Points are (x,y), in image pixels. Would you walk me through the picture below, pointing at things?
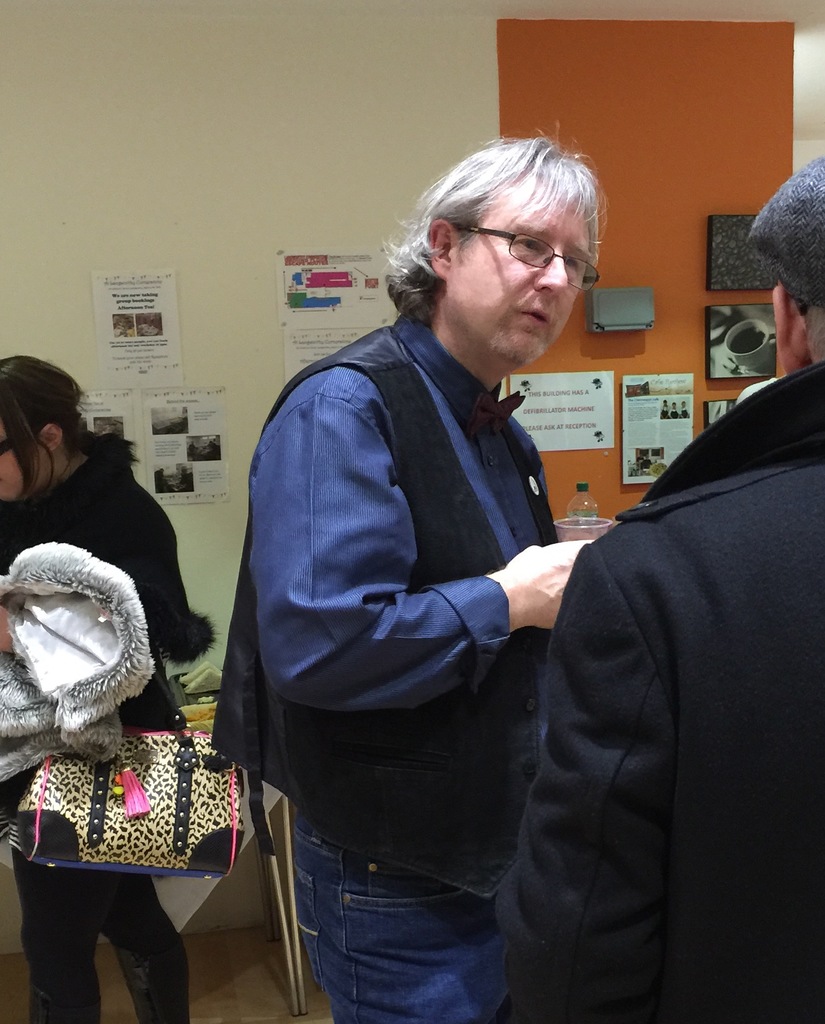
This persons (809,602) are standing. This person (251,583) wore black jacket (496,723) and wore spectacles (531,257). On a wall (158,165) there are different type of poster (570,413) and photos (746,338). This woman (122,497) wore black jacket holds a jacket (78,592) and bag (174,818).
